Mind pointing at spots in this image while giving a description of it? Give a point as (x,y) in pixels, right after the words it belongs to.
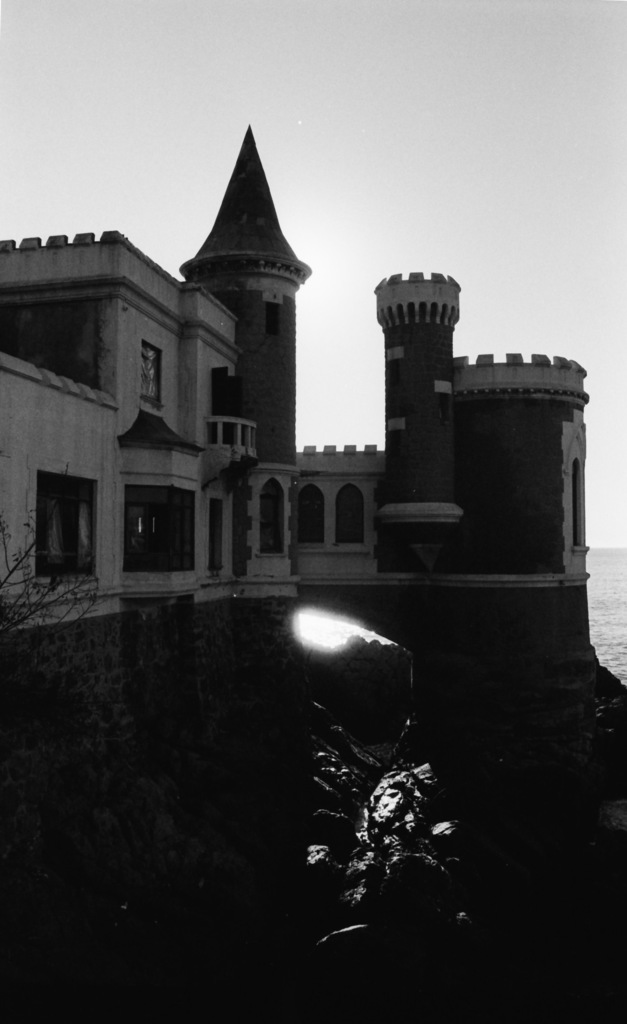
This is a black and white image. There is water (589,586) on the right side (613,619). There is a building (6,452) in the middle (359,570). There is sky (292,80) at the top (292,80). There is a tree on the left side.
